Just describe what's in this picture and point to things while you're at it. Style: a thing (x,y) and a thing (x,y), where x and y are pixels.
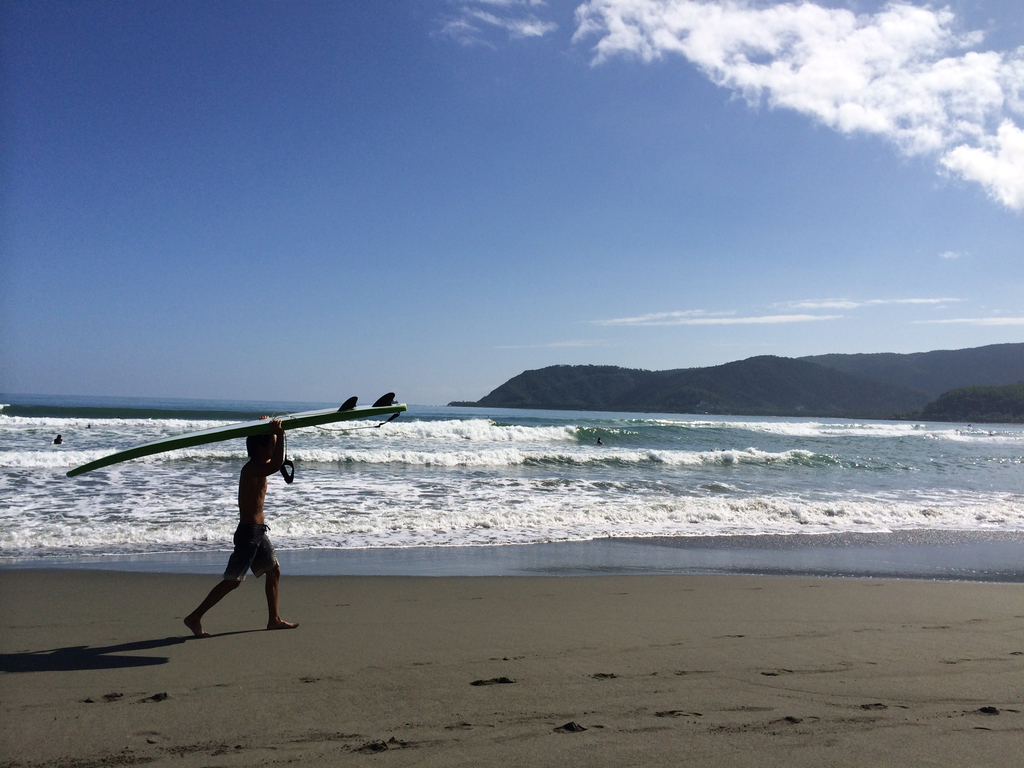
In this image the man (250,486) is holding a surfboard (357,413). At the back side (336,436) there is a water (586,411) and a mountain (596,408).
